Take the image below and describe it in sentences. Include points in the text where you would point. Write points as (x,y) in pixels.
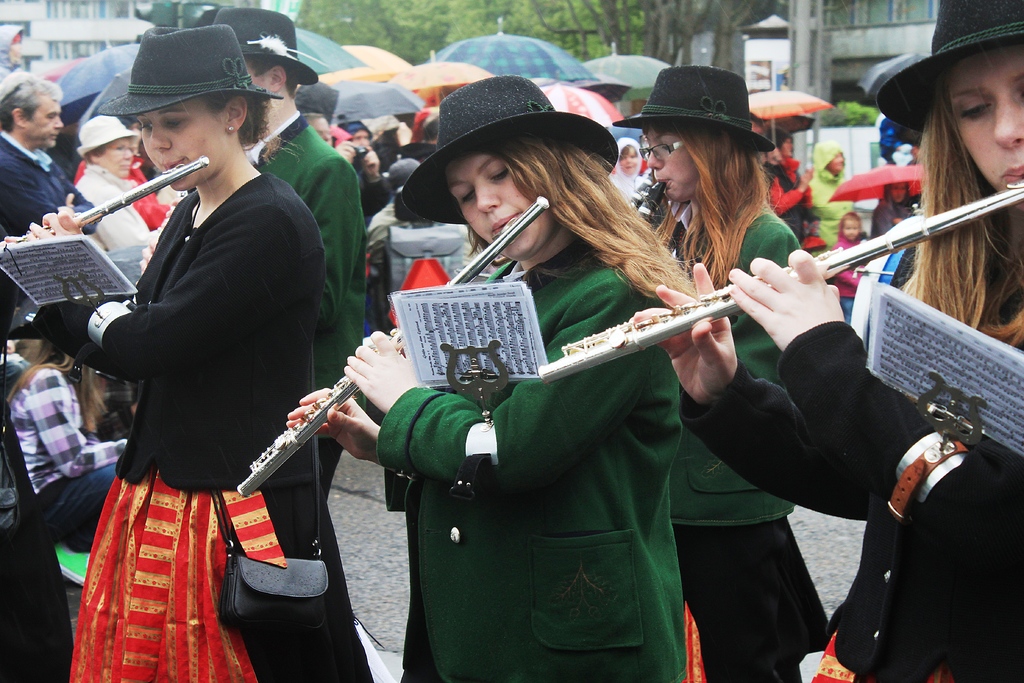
3 beautiful girls (982,70) are playing the flutes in the middle (637,419) a girl (551,521) is wearing a green color dress (561,515) on the left (269,257) a black color dress (214,312) and behind them there are umbrellas (608,59).
